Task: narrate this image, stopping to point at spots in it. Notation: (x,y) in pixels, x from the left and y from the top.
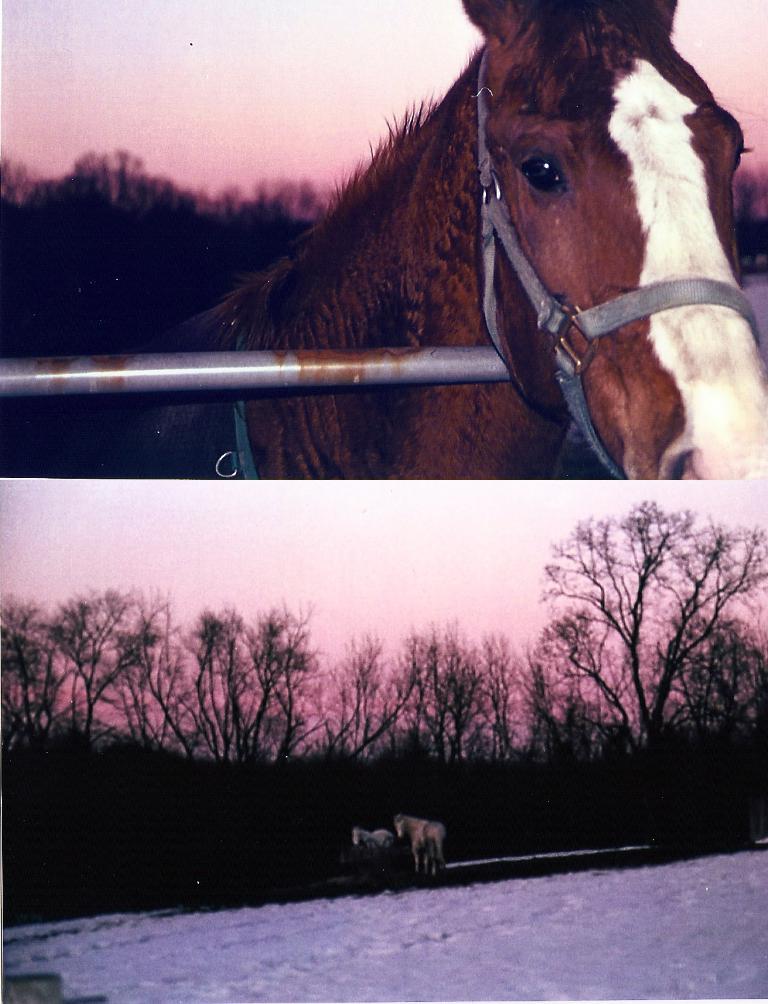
In this image at the top (386,204) we can see a horse (431,253), rod (253,378), trees (84,236) and sky (239,157). At the bottom (212,938) we can see animal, snow (341,978), trees (194,884) and sky (287,533).
